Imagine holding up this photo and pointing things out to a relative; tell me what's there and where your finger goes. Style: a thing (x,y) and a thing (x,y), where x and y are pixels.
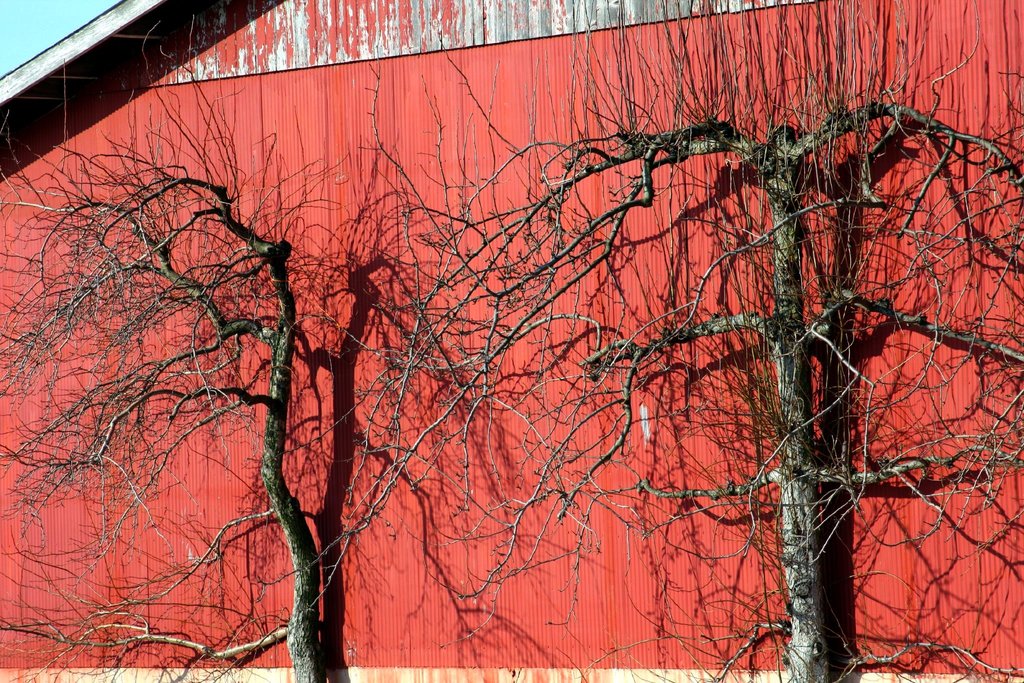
Here in this picture we can see trees (207,186) present over a place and behind that we can see a shed (455,31) present and we can see the sky (65,31) is clear.
